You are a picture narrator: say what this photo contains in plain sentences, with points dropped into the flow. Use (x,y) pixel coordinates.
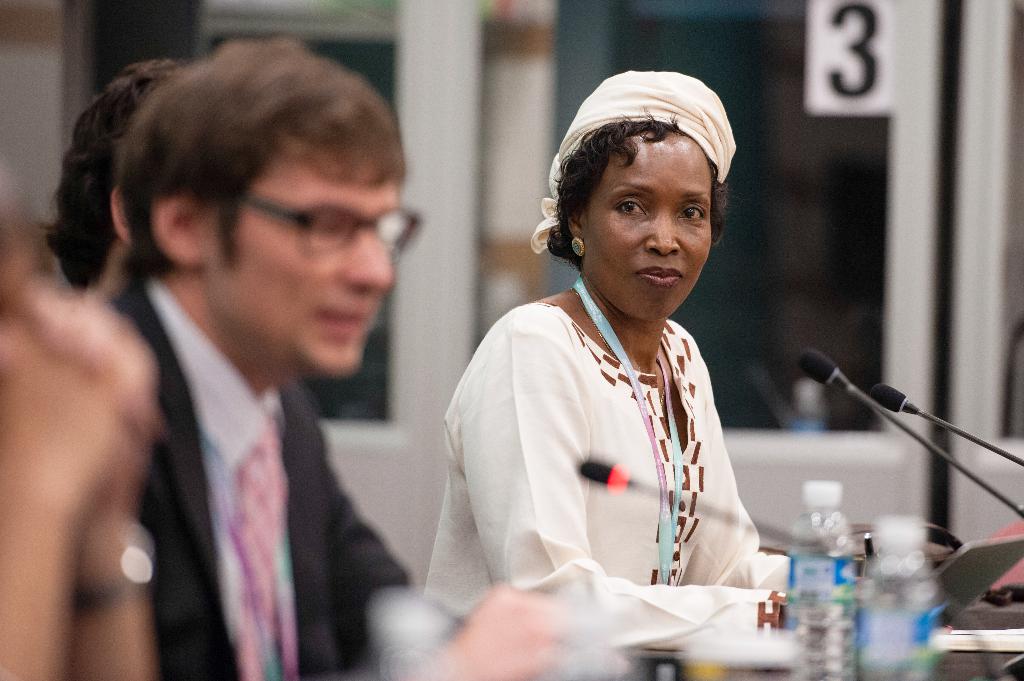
There is a lady (619,378) sitting in the foreground (780,572), there are mics (932,416) and a laptop (952,561) in front of her, there are bottles (799,566) at the bottom side (897,615) and people (293,256) sitting on the left side (323,288), it seems like glass windows (756,66) and a number poster (814,72) in the background area (533,105).
